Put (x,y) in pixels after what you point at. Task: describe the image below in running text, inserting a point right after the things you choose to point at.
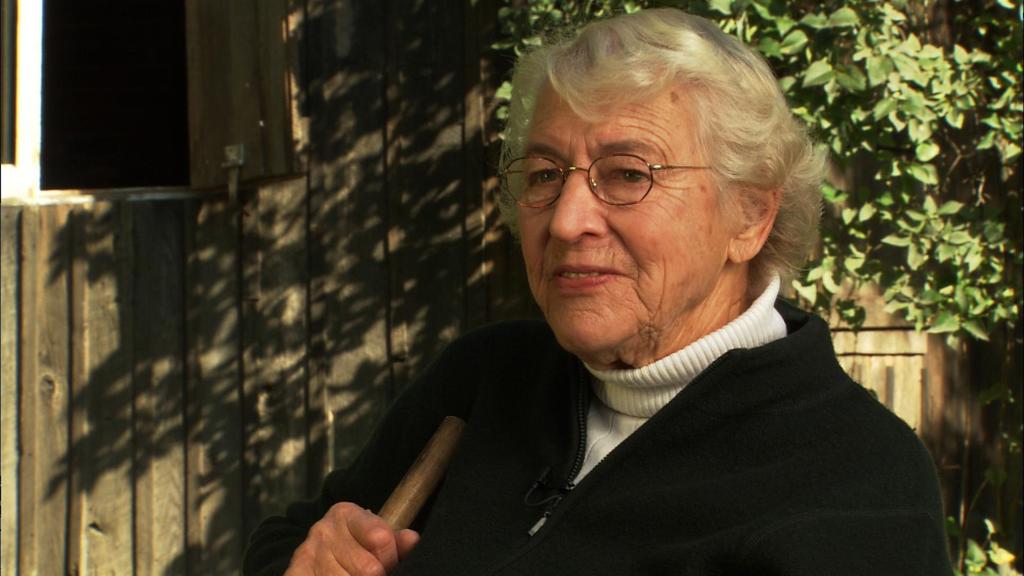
In this image in the foreground (412,541) there is one person (647,394) who is sitting and she is holding some stick (426,467), and in the background (165,223) there is a window (211,137), wooden wall (389,128) and some plants (888,120).
